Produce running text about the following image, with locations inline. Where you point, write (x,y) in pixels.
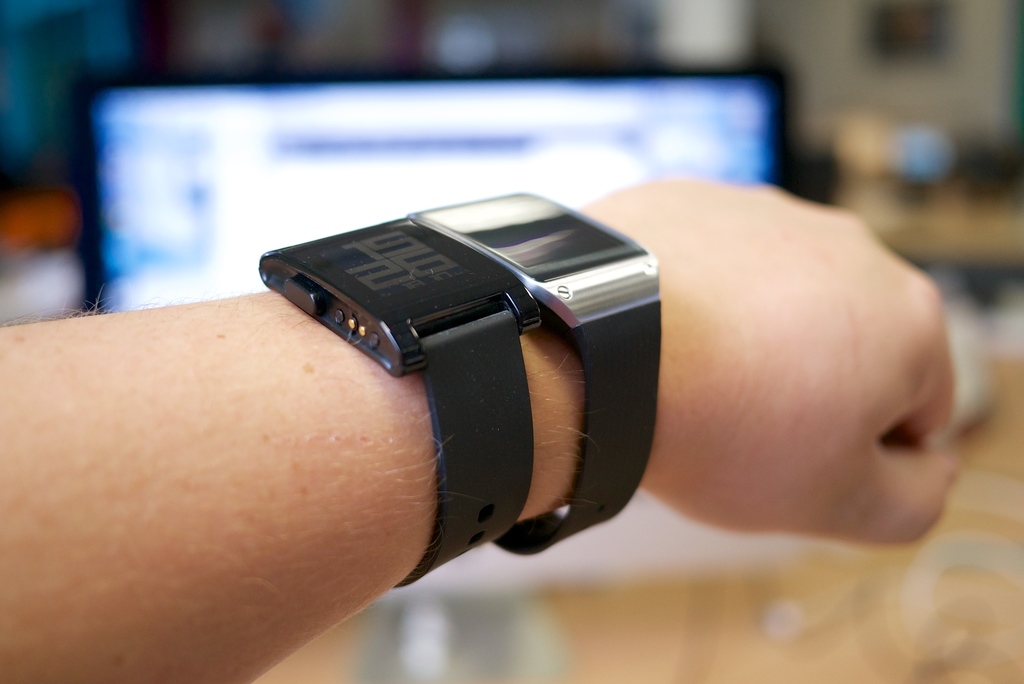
In this image, we can see a hand (164,491) contains watches (488,333). In the background (876,88), image is blurred.
